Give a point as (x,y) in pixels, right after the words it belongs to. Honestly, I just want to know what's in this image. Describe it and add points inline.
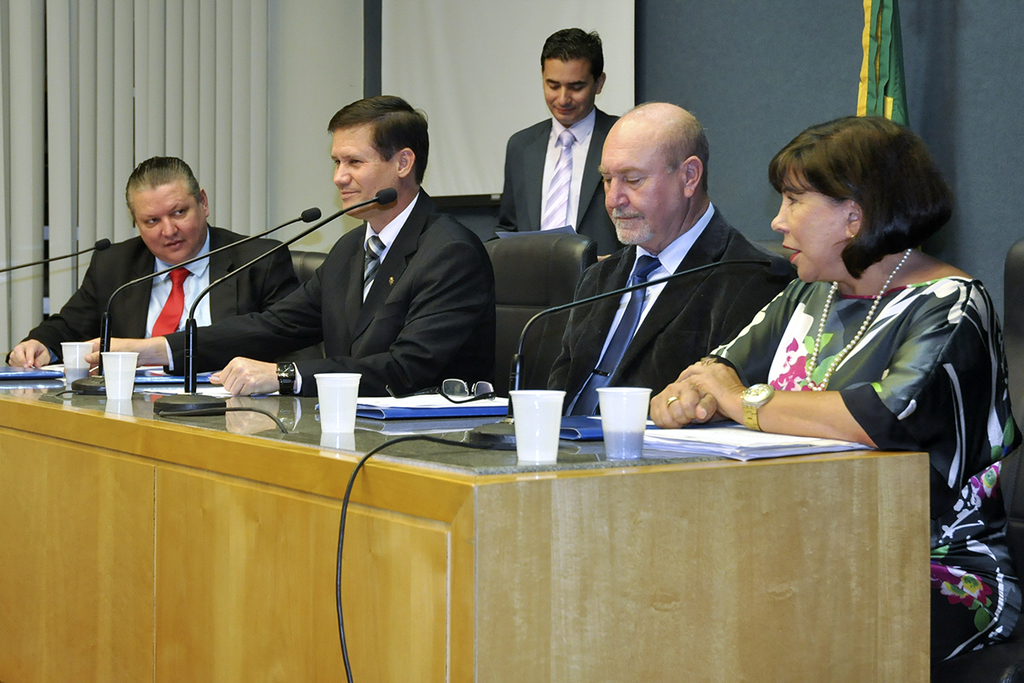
Here we can see four persons (584,390) are sitting on the chairs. There is a table (376,570). On the table (437,478) there are files (564,427), papers (695,449), spectacles (446,382), glasses (616,448), and mike's (510,408). In the background (150,40) we can see a curtain (51,177), banner (477,116), flag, and a person (568,201).
